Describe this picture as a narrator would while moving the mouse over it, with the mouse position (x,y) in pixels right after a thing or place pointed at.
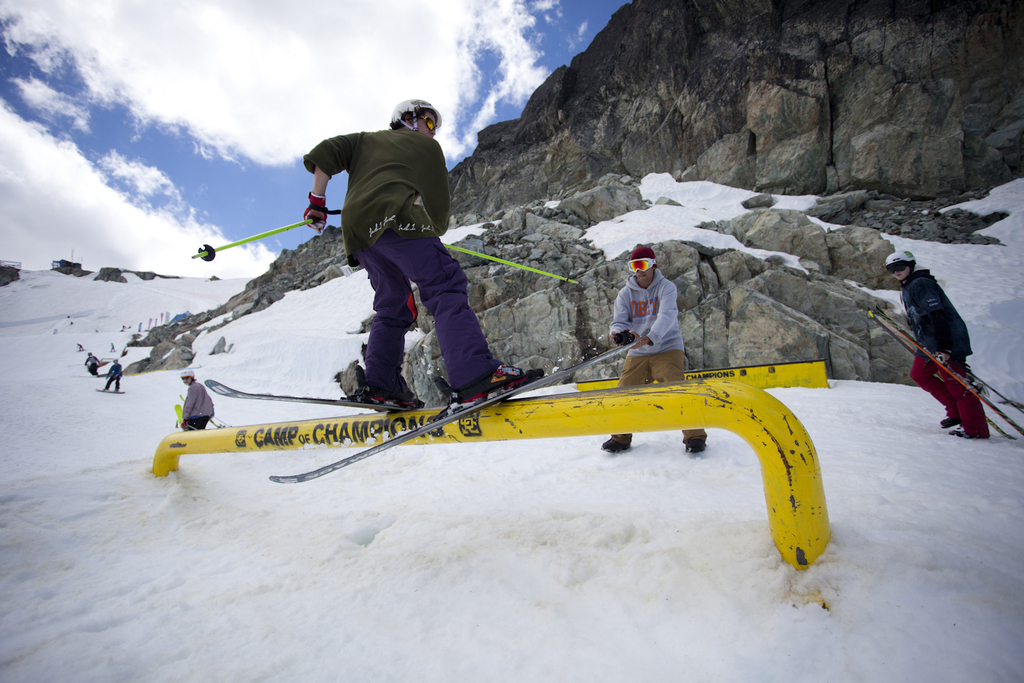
In this picture we can see some persons (678,378) standing on the ski boards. This is the snow (260,492). And there is a mountain (810,217). On the background (346,4) we can see sky (156,150) with heavy clouds (264,86).
